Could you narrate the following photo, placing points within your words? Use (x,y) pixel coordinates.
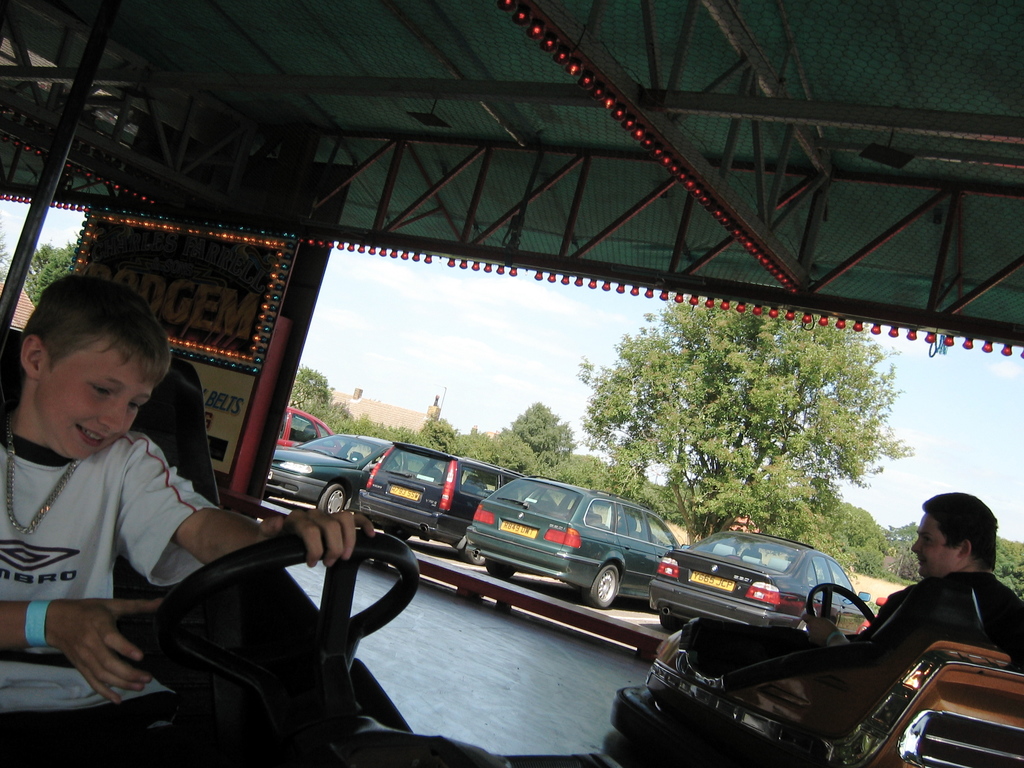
In this picture I can observe two dashing cars (353,629). There are two members (159,570) in these two cars (834,656). In the middle of the picture (506,485) I can observe some cars (461,496) parking in the parking lot (493,548). In the background (489,451) there are trees (681,449) and sky (426,348).
